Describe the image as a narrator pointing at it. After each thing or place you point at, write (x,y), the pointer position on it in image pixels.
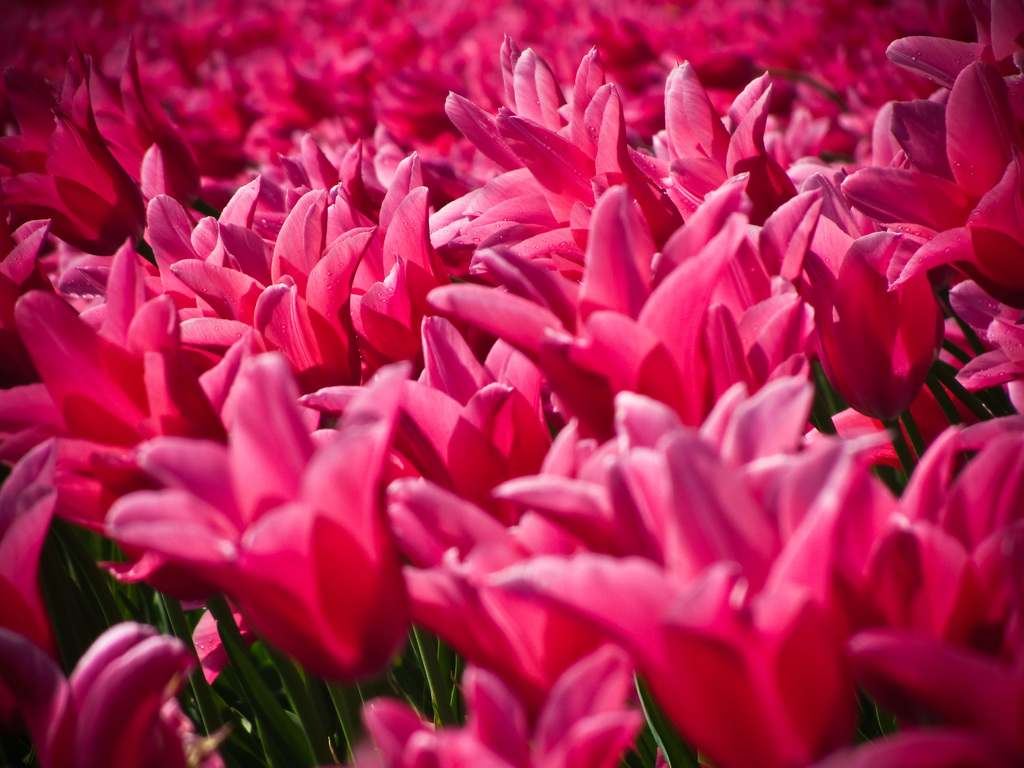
In this picture we can see flowers (653,510).
